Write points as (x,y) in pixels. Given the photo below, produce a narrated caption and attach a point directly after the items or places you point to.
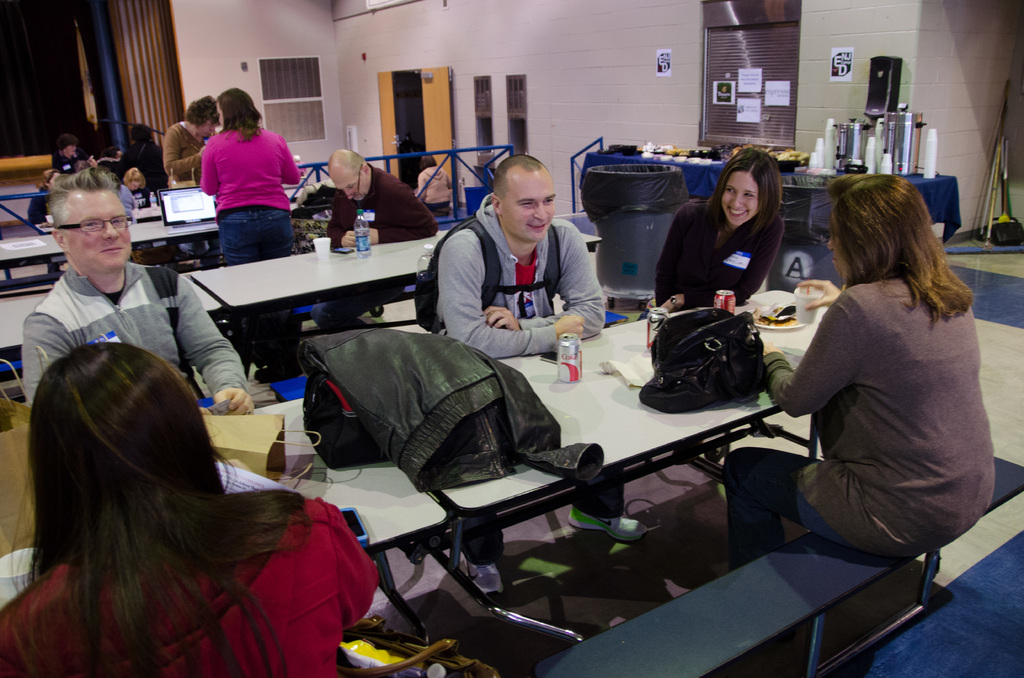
In this picture we can see the tables (25,259). On the tables (610,351) we can see the bags (669,353), tins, bottles (358,241), cup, laptop (204,228), paper (25,242), plate (757,311) which contains food item (769,320). Beside the tables (6,315) we can see some persons (70,547) are sitting on the benches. In the background of the image (308,11) we can see the wall (332,114), door (391,102), boards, papers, rods (494,159), sticks (1003,174), floor (997,338). In the middle of the image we can see a table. On the table (701,174) we can see a cloth (688,182), bowls (711,162), cups (881,145), vessels (894,149) and some other objects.
